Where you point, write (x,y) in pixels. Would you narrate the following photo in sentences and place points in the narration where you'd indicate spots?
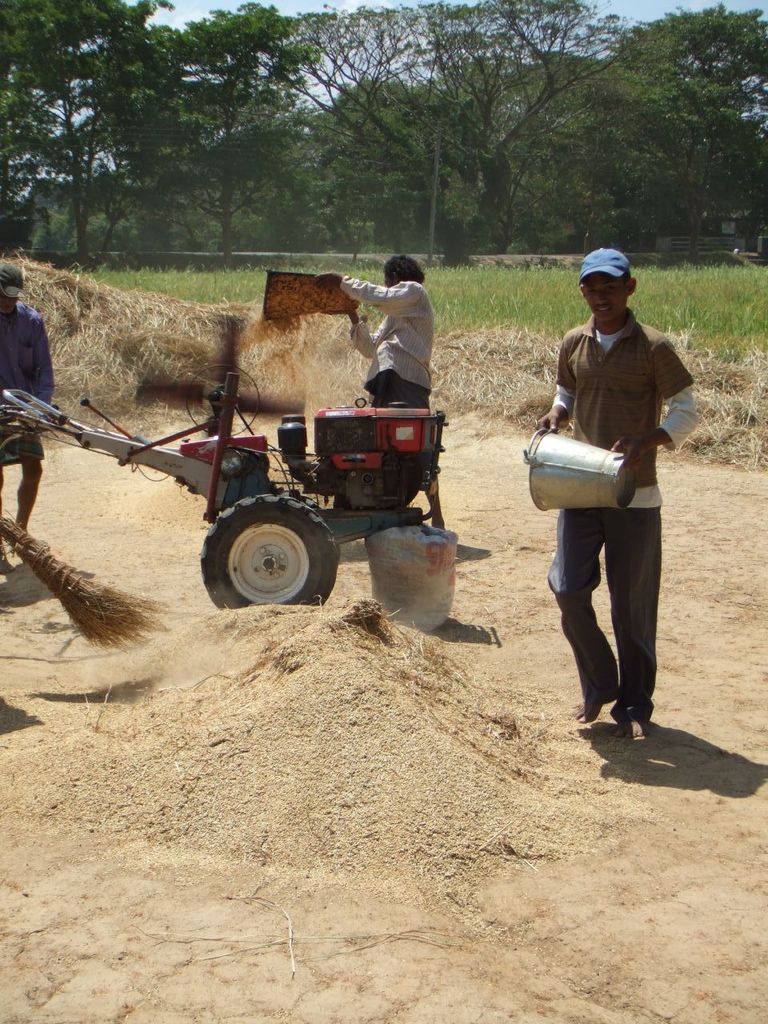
In this image I can see few people (617,425) are standing. Here I can see he is holding a bucket (617,469). I can also see shadows (365,550), a machine (328,547), a broom (145,606) and in the background (716,332) I can see grass (716,332), number of trees (323,210) and the sky (752,4).
